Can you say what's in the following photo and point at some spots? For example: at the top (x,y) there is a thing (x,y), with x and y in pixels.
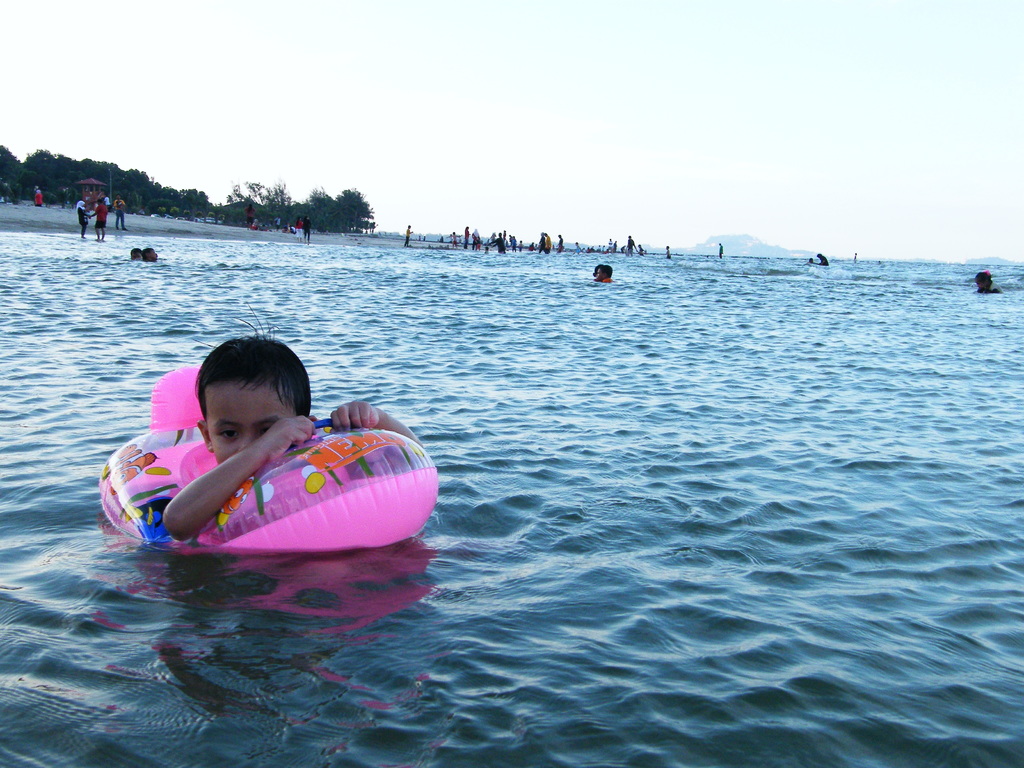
This image consists of water (416,408), in that there are so many people (228,348) swimming. There are trees (52,175) on the left side (197,194). There is sky (485,100) at the top (581,114).
